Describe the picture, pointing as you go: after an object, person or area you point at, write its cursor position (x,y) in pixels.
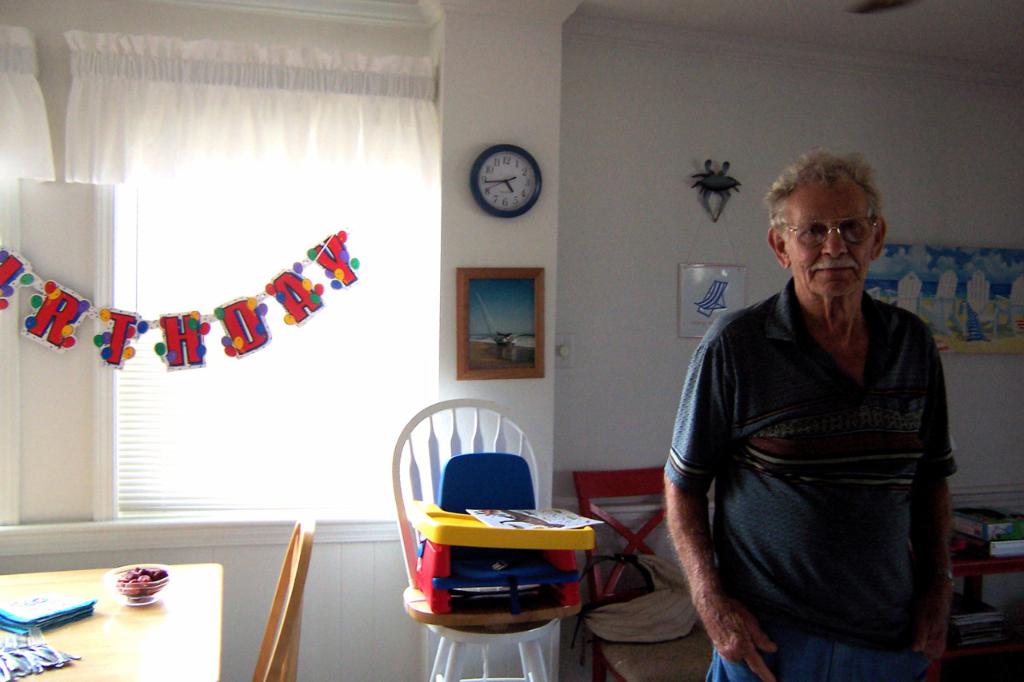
This picture shows a old man (775,406) standing and wearing a spectacles (841,231). There is a table (94,626) and a chair (284,589) in the left side (173,615). In the background (465,580) there is a chair (449,540) on which some toys (465,488) were placed. We can observe a curtain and a photo frame (498,311) and a clock (508,217) attached to the wall (523,248) here.
